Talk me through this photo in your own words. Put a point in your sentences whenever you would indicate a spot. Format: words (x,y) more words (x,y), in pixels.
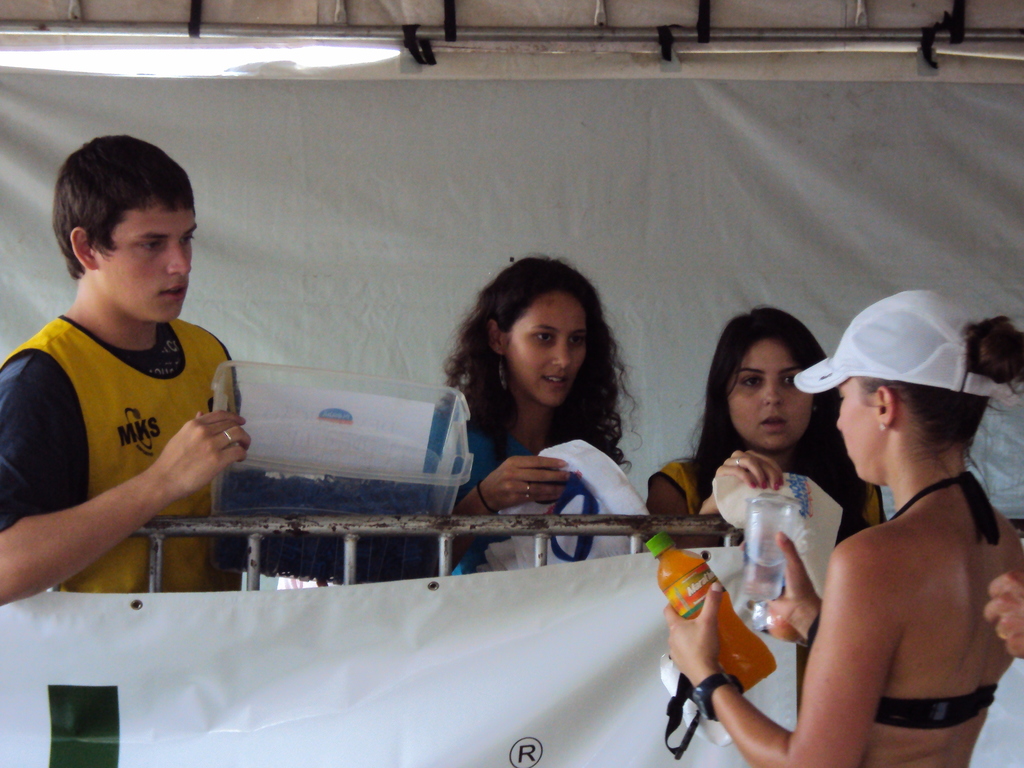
Here we can see people (929,505). This woman (901,608) is holding a juice bottles (691,569) and glasses (790,526). This is banner (501,642). This man (117,440) is holding a container (318,436).
